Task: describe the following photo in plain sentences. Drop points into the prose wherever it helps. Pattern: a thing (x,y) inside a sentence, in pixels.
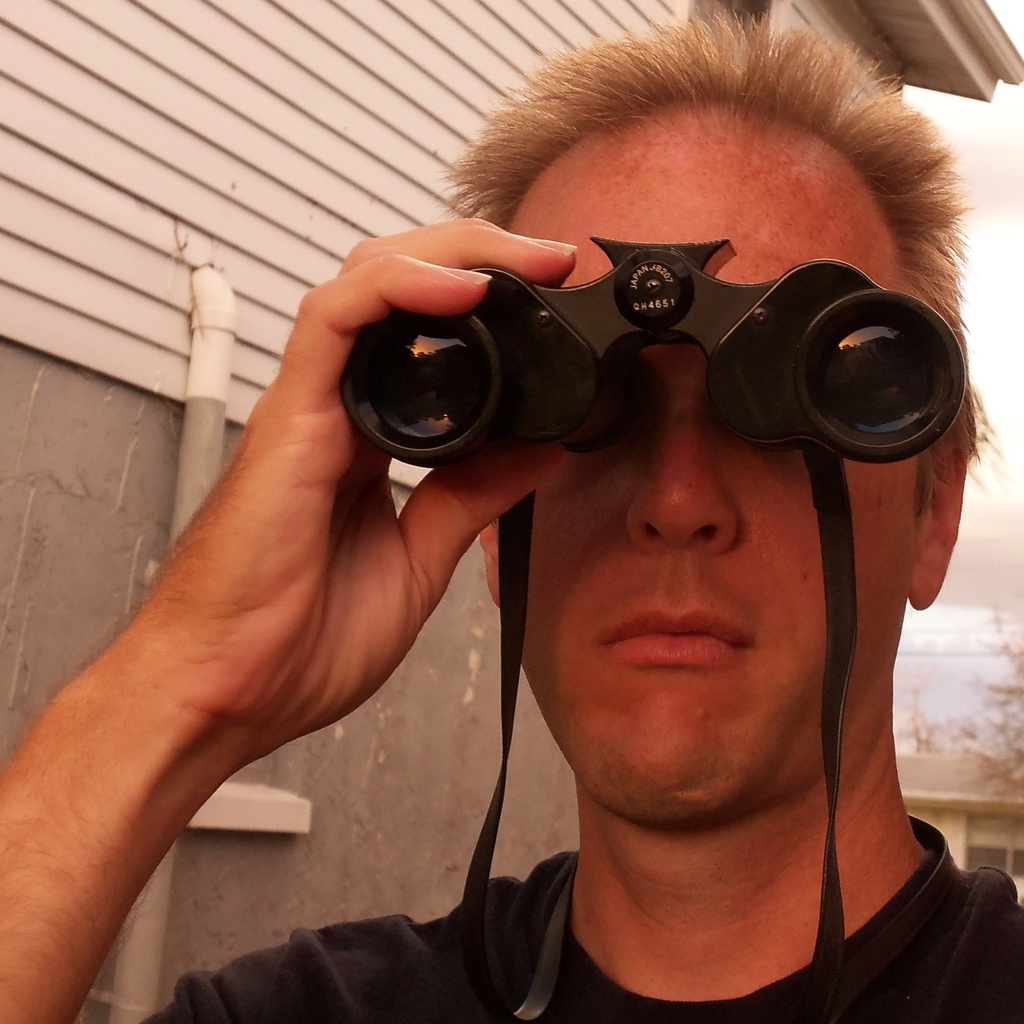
There is a person (598,622) holding a binocular (520,387). In the back (194,257) there's a wall (172,303). On that there is a pipe (202,404).
